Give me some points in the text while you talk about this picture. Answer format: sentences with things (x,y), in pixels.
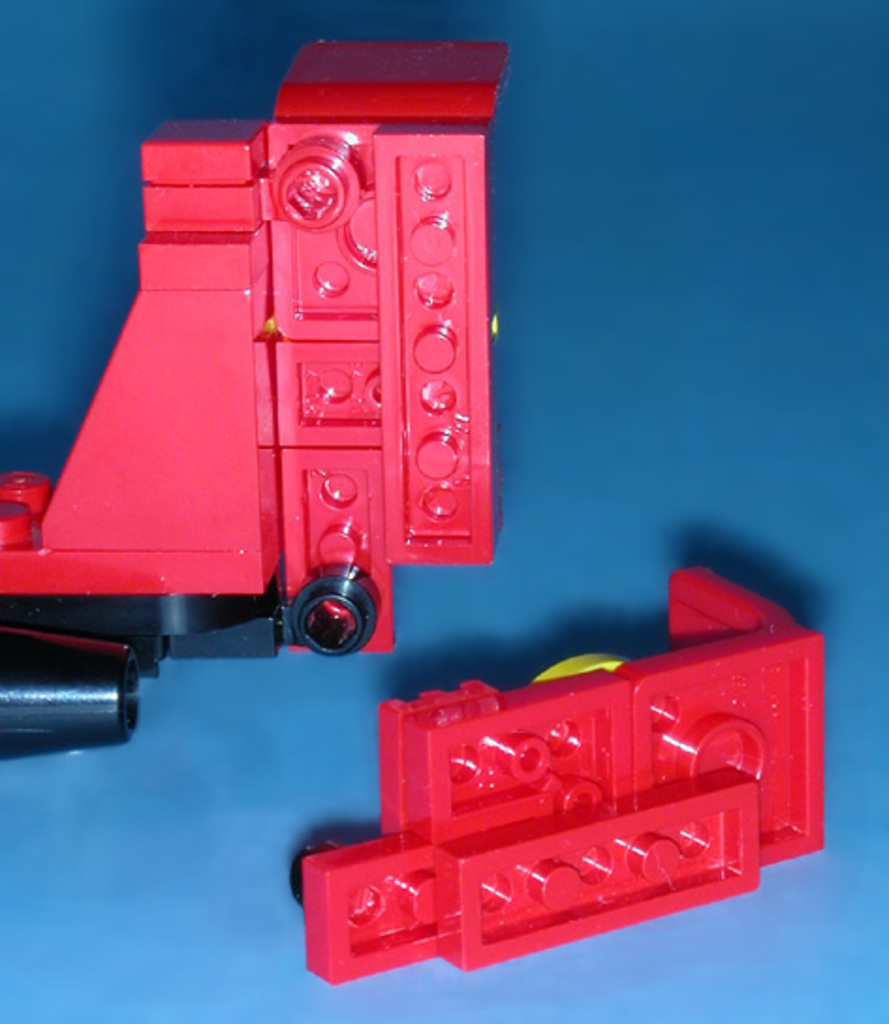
In the image we can see there are blocks (397,748) kept on the table (21,369).
